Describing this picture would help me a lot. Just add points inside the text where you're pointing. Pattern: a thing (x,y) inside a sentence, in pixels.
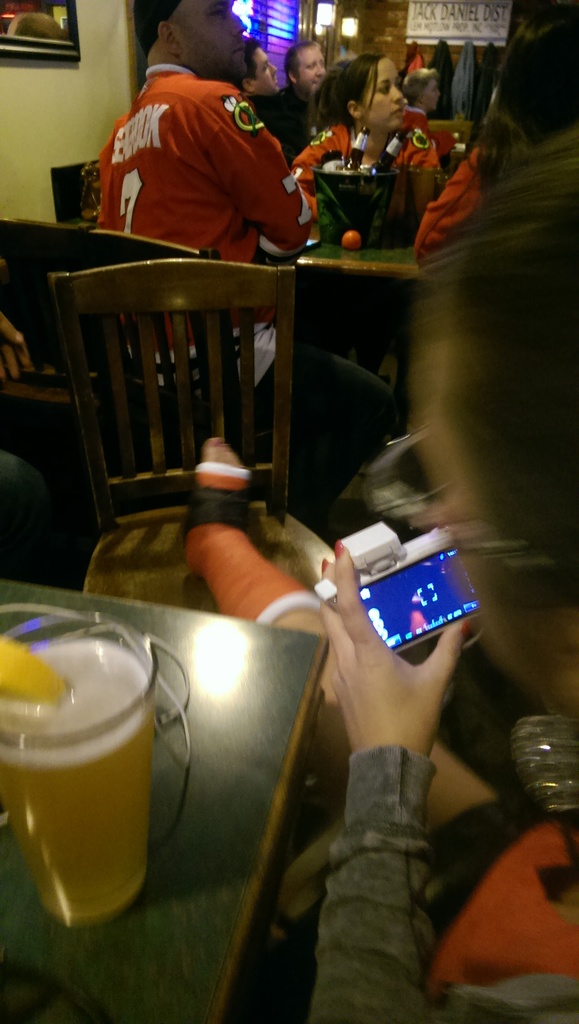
In this image I can see number of people (401,736) are sitting. I can also see few chairs (201,254) and few tables (238,674). Here I can see a glass (122,846) on this table (166,839).
